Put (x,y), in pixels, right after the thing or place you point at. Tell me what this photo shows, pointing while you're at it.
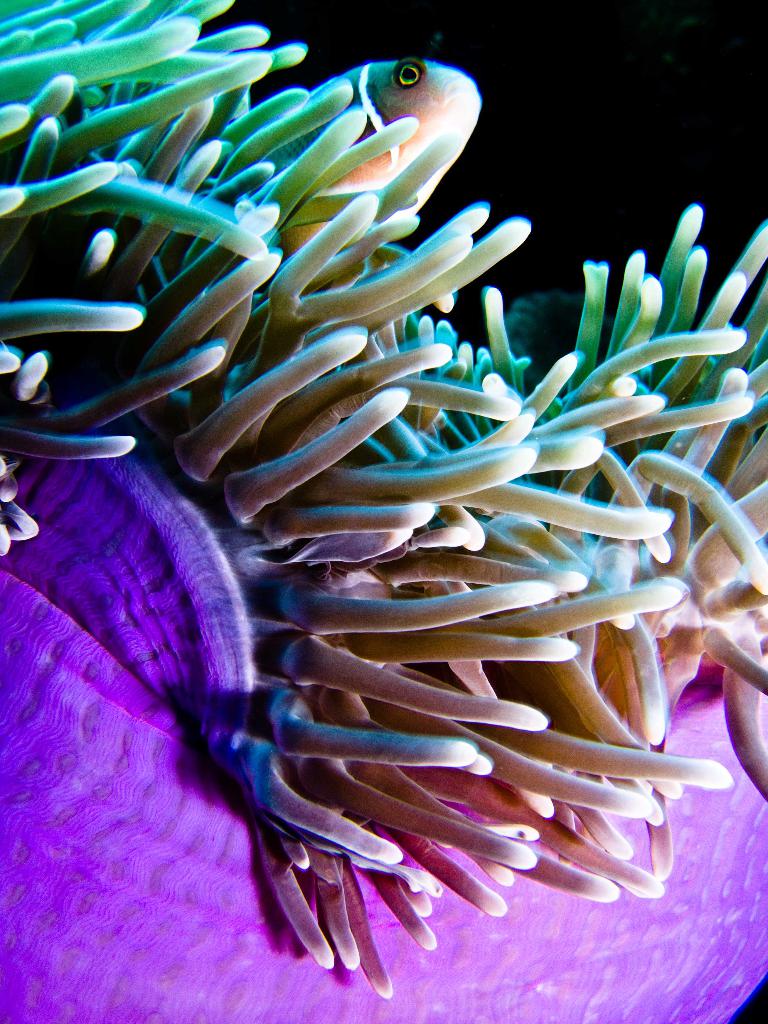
In this image, we can see some water plants (494,373). There is a fish (405,109) at the top of the image (413,88).
